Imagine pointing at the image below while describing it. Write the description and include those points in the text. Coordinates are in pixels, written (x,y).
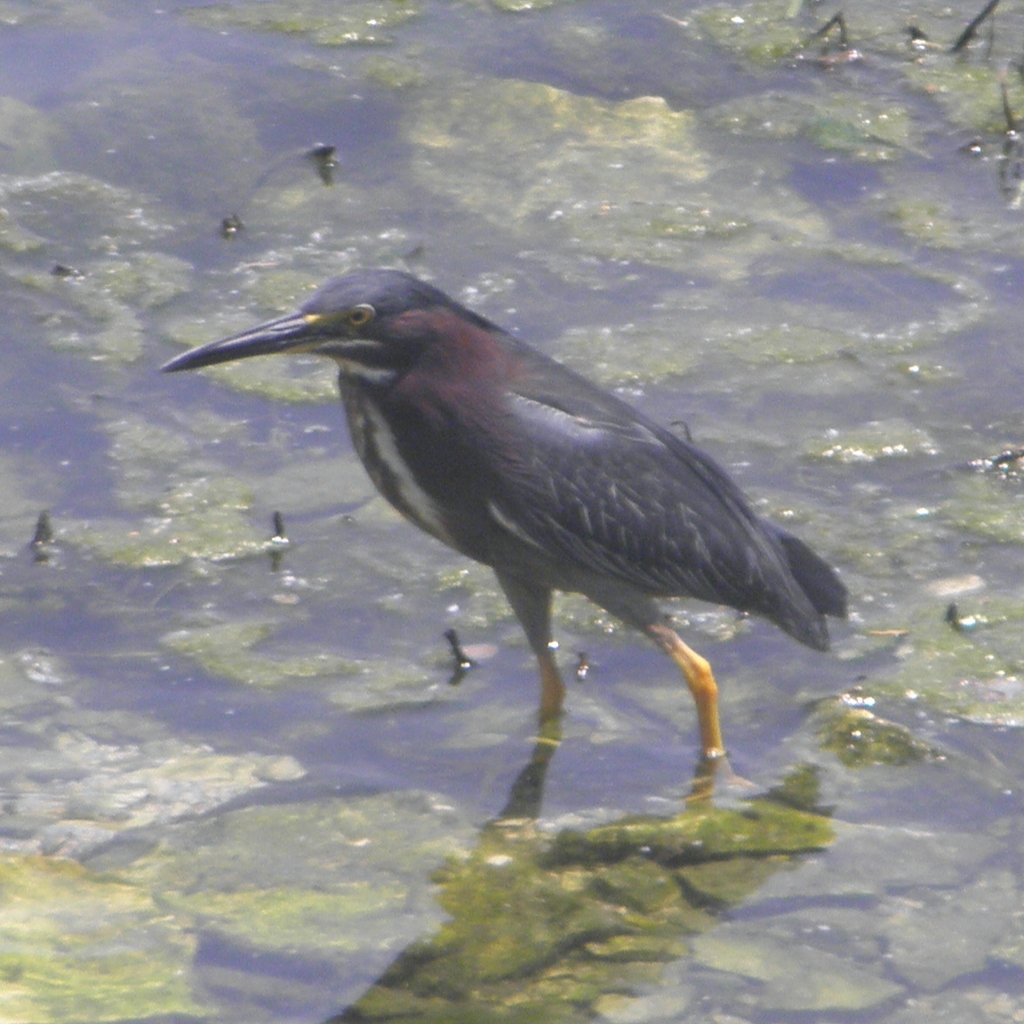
In this image there is a bird (546,538) in the water (563,732).
